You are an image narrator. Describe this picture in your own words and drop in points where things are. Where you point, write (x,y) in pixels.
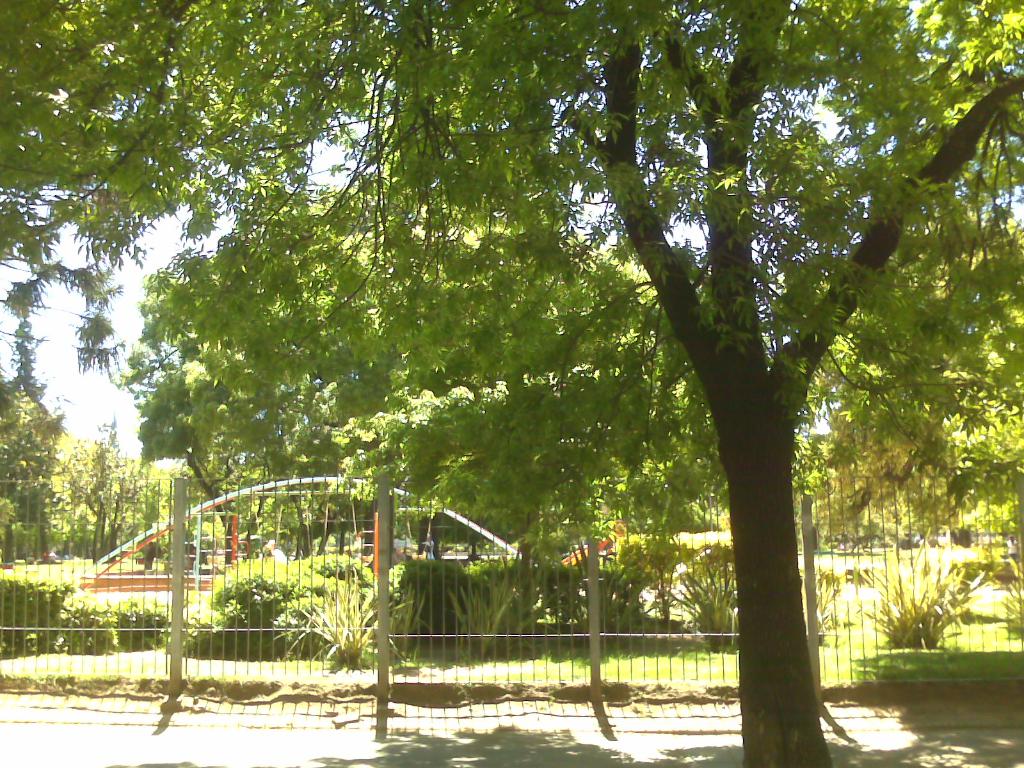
In this image I can see the tree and the railing (469,598). To the side of the railing (460,618) I can see some plants (450,624) and some objects (111,588) on the ground (120,594). In the background (24,255) I can see few more trees (104,327) and the sky (67,368).
